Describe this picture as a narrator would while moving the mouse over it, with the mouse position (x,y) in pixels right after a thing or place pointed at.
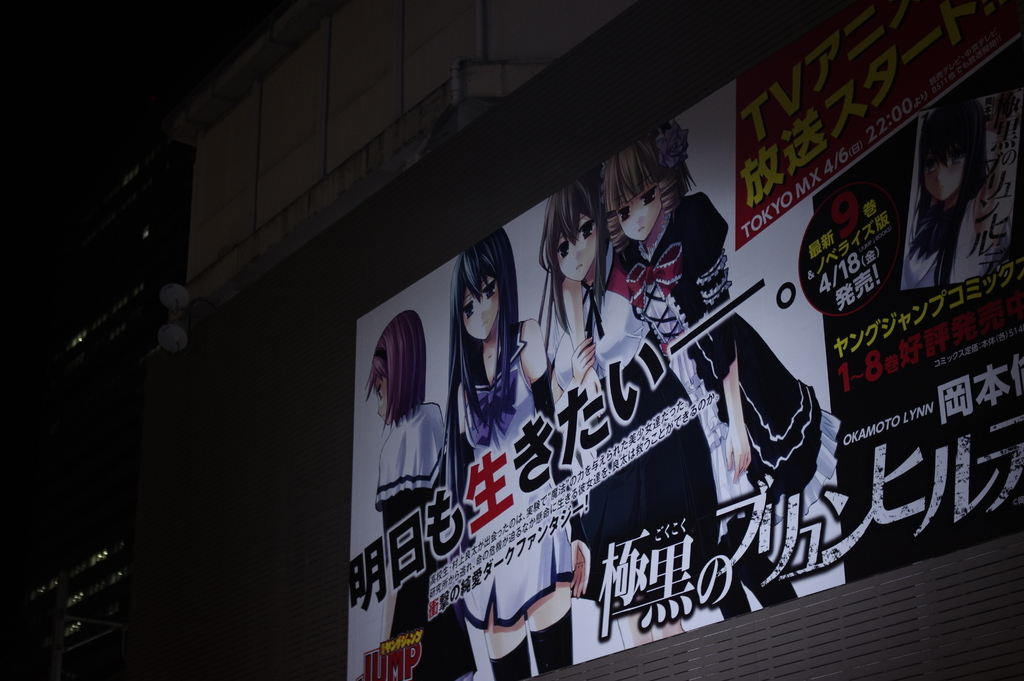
In this picture we can see a banner (596,507), buildings (198,336), lights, some objects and in the background (80,108) it is dark.
